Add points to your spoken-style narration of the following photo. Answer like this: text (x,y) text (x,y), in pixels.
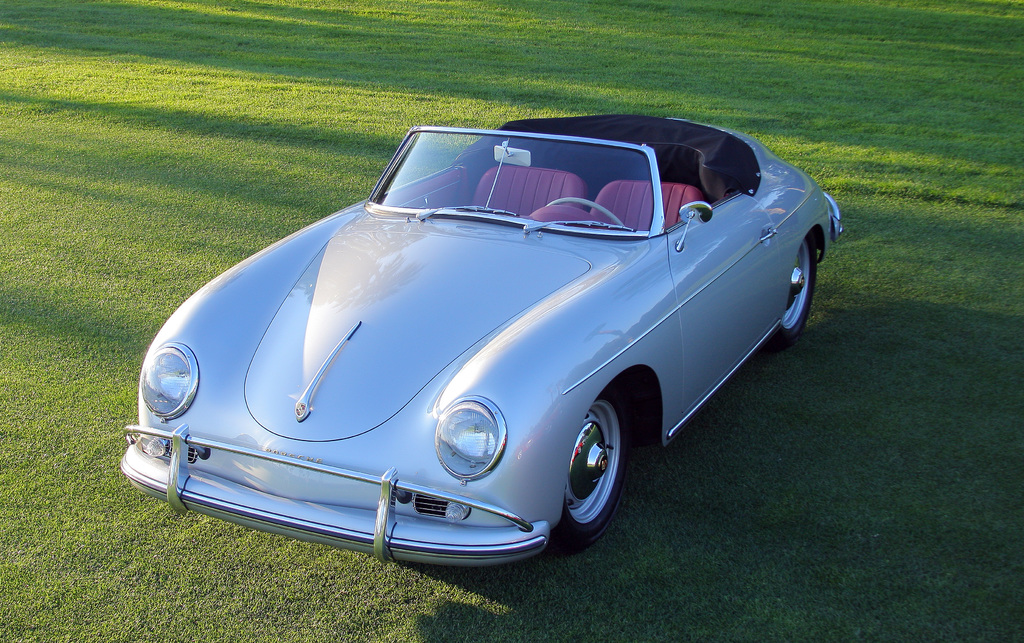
In this picture we can see car (753,274) on the grass (800,451).
